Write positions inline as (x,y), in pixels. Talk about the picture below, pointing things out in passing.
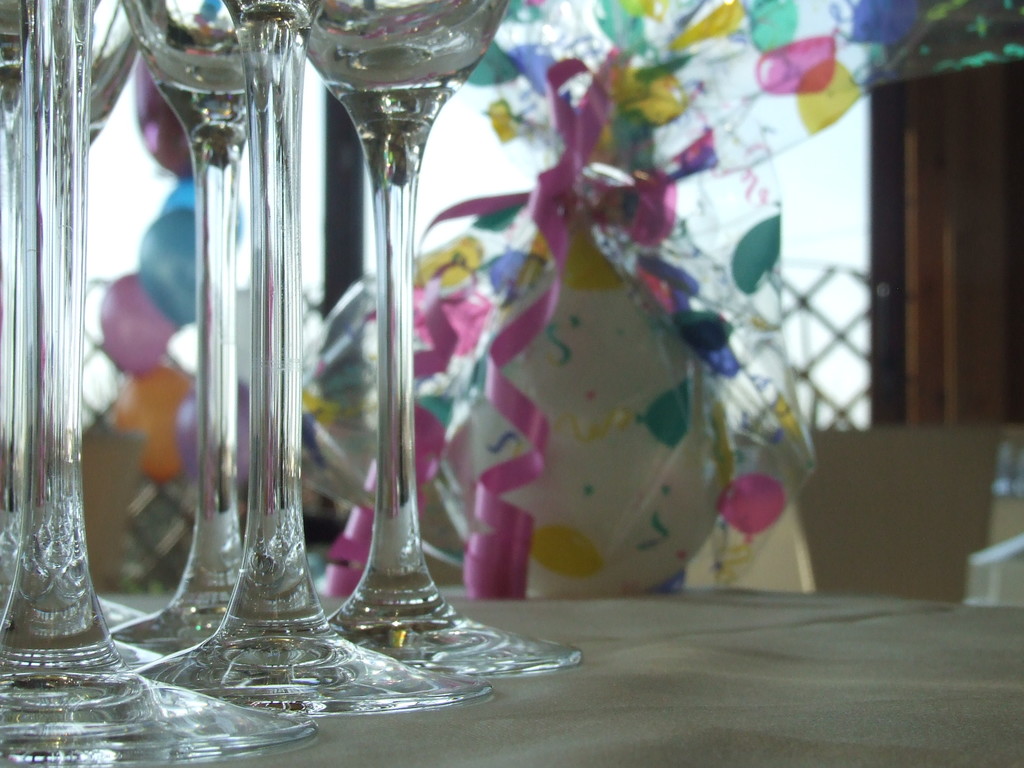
In this picture we see the bottom part (201,526) of wine glasses (259,492) and a few gifts (588,456) kept on a table (474,721).
